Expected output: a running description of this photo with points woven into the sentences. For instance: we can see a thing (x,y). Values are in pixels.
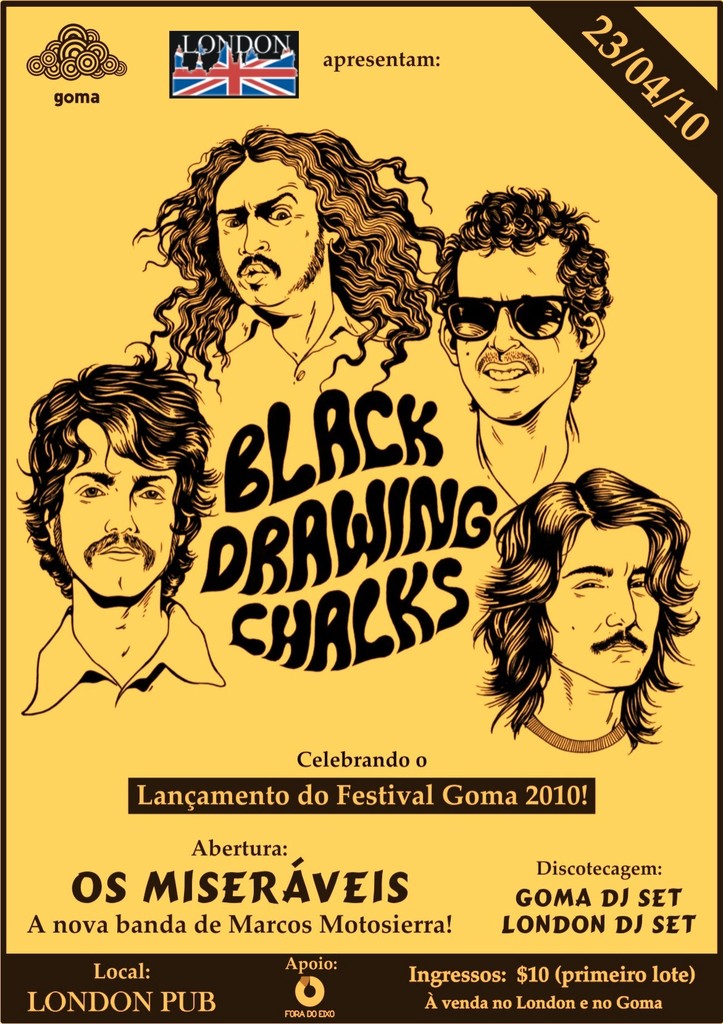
In this image there is a poster (226,337), there are persons (590,621) on the poster (409,143), there is a flag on the poster (378,852), there is text (264,890) on the poster (507,805), there are numbers (628,72) on the poster (557,699), the background of the image (567,848) is yellow in color.
